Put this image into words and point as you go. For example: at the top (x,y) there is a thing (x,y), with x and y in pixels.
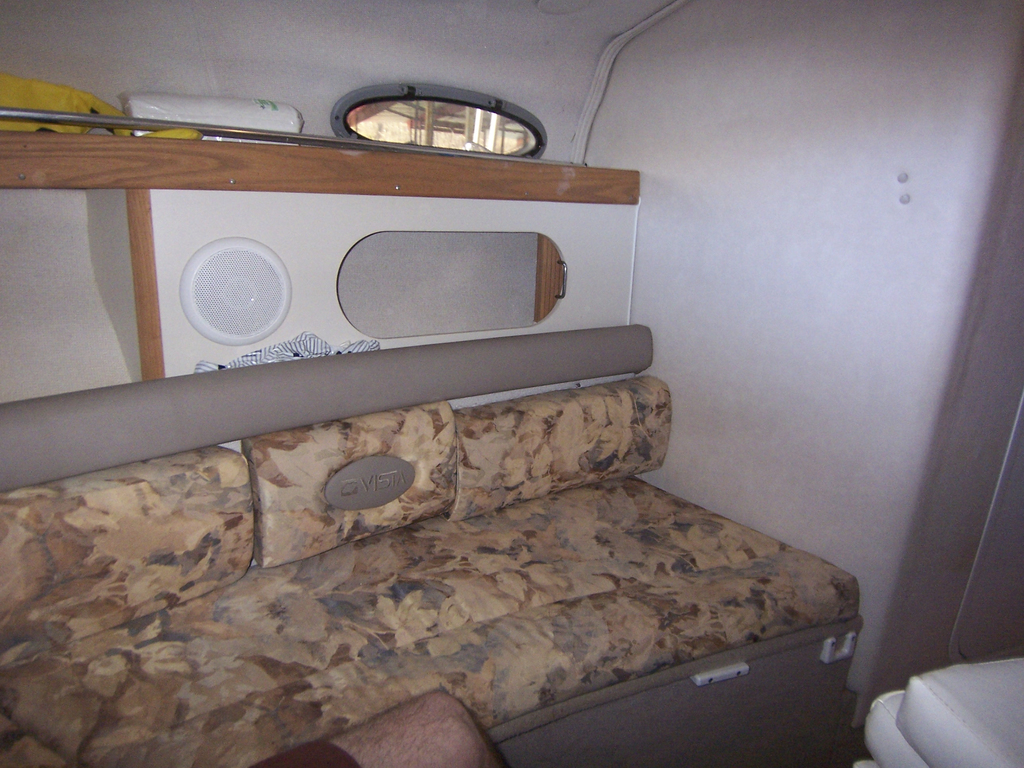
Here we can see a sofa (343,595) and we can see a person leg (384,736) and on the right (943,720) we can see an object (930,719). In the background (453,118) we can see a window (453,118), objects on a platform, cloth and other objects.
